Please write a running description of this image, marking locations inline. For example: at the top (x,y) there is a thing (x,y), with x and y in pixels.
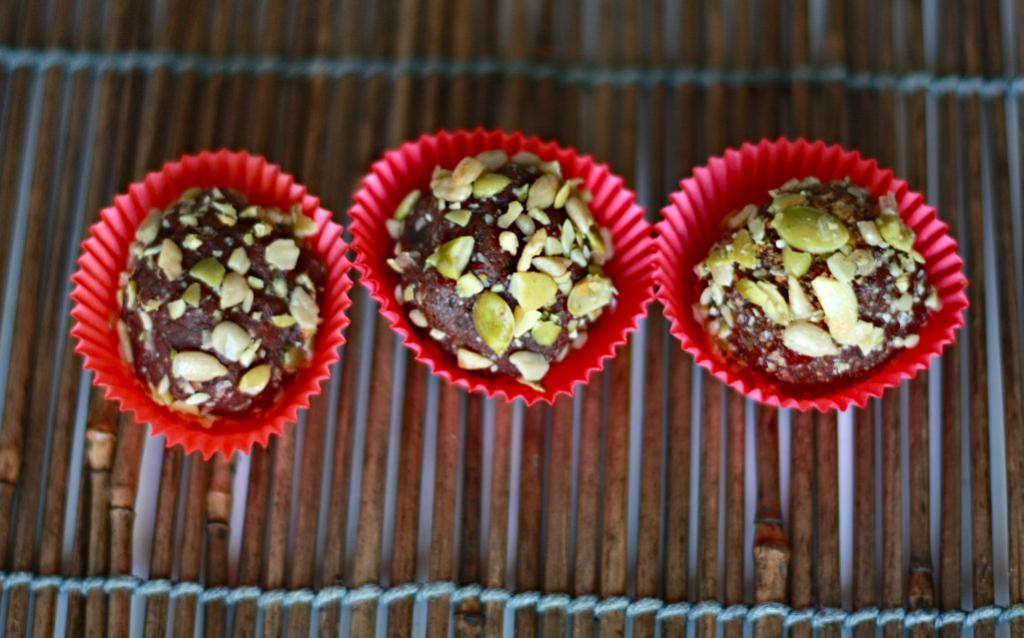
In this image we can see some cup cakes (528,317) topped with some nuts (571,314) which are placed on the surface (527,438).
